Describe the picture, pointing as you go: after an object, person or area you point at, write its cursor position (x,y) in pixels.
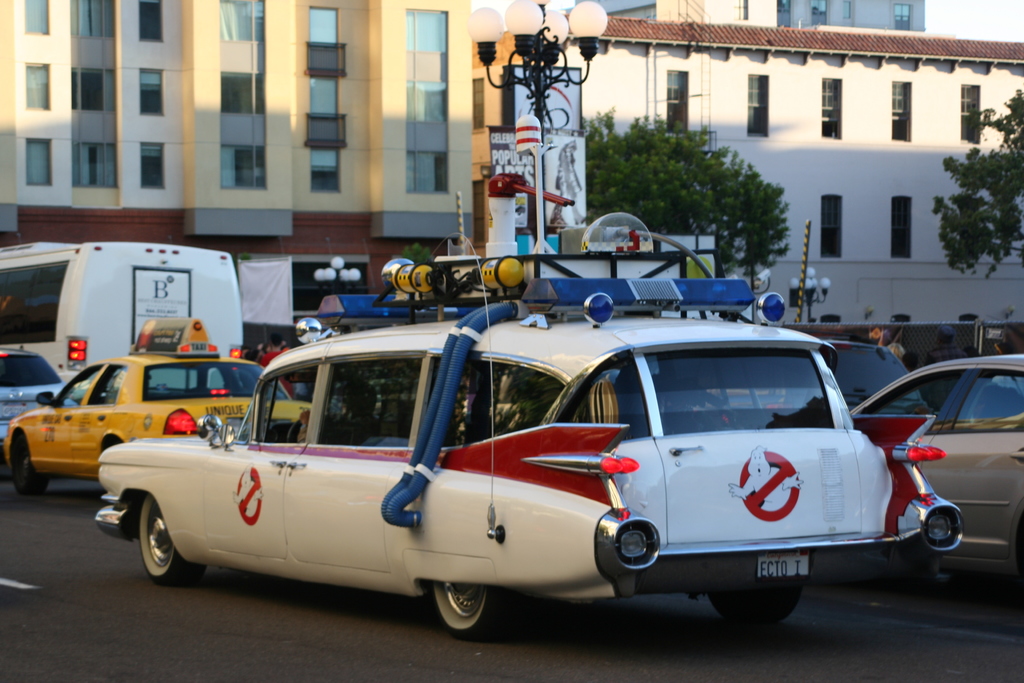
In this picture, we see vehicles (394,386) parked on the road (76,560). At the bottom of the picture (229,569), we see the road (296,593). There are street lights (347,272), trees (776,228) and buildings (278,34) in the background (805,229).
